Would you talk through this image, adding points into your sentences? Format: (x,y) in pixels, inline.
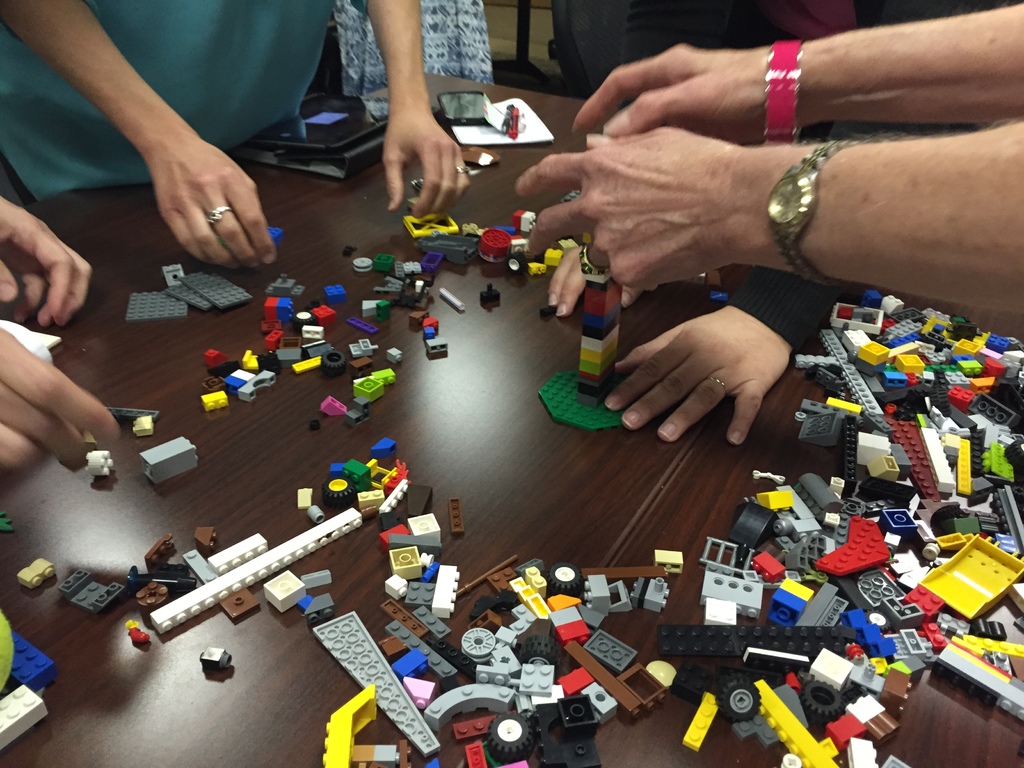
In this image at the bottom (86,530) there is one table (484,541), on the table (240,647) there are some building blocks (173,451) and some persons (744,212) are holding building blocks (544,252) and arranging them. And on the table (315,190) there are some objects (522,124), and in the background (580,39) also there are some objects (600,31).
